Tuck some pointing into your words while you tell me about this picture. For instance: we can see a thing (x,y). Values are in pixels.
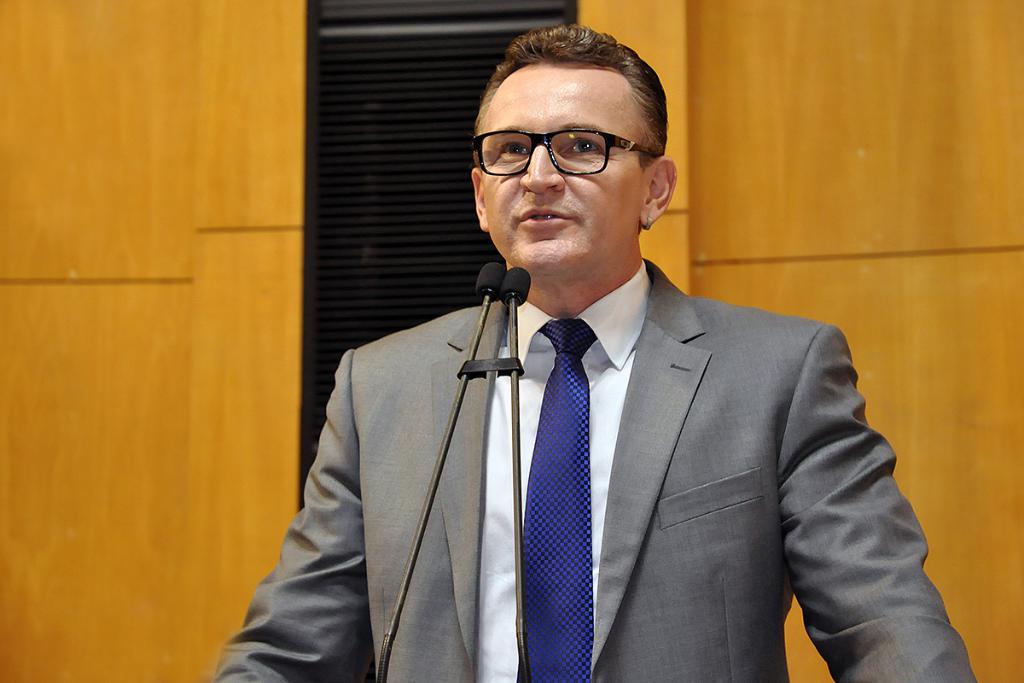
In this picture there is a person (685,352) standing and talking and there are microphones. At the back (18,552) there is wall (745,63) and there it looks like a speaker (357,217).
